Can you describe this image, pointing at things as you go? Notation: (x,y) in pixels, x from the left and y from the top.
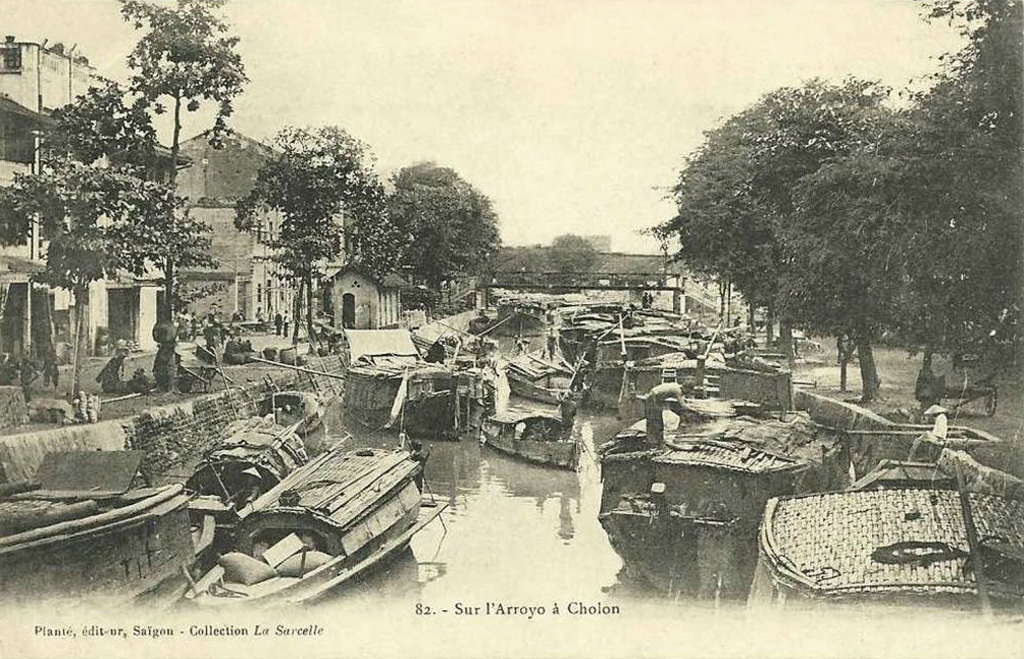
This is a picture of a poster. In this picture we can see buildings (30,152), trees (832,166), water (614,586), boats (573,470), people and objects (953,541). At the bottom portion of the picture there is something written.
